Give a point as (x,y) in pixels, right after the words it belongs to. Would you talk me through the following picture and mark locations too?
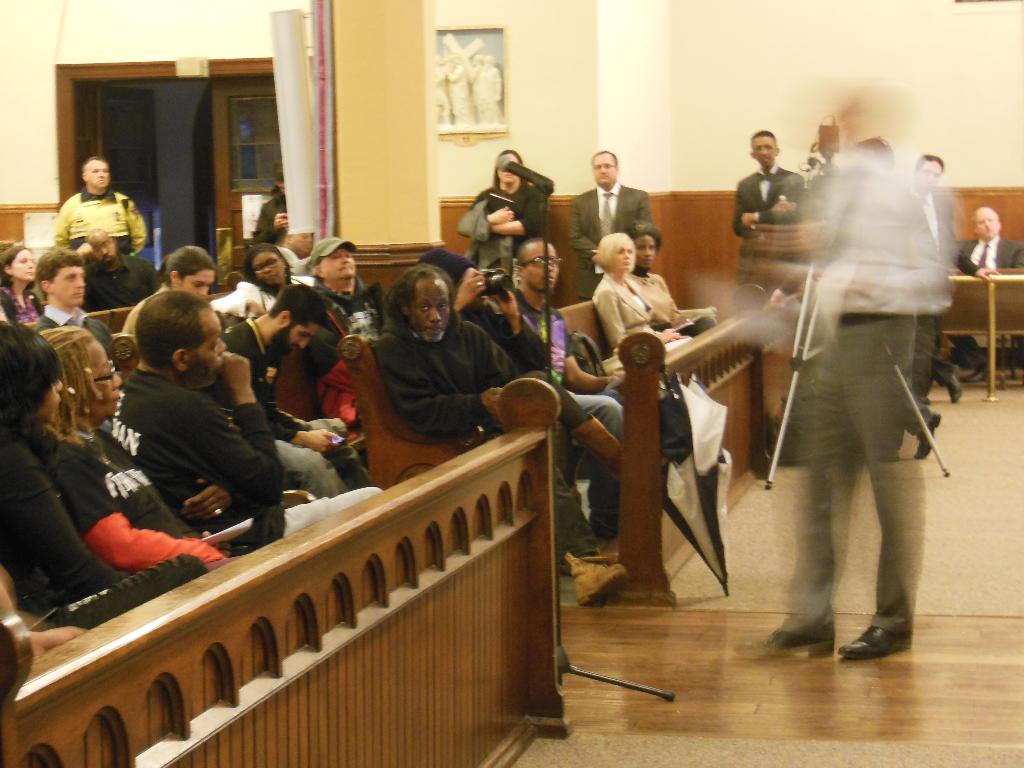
In this image, we can see some persons (284,455) wearing clothes (67,508) and sitting on benches (126,355). There are some other persons (826,248) wearing clothes (826,248) and standing in front of the wall (795,76). There is a door (165,180) on the left side of the image (246,190).
